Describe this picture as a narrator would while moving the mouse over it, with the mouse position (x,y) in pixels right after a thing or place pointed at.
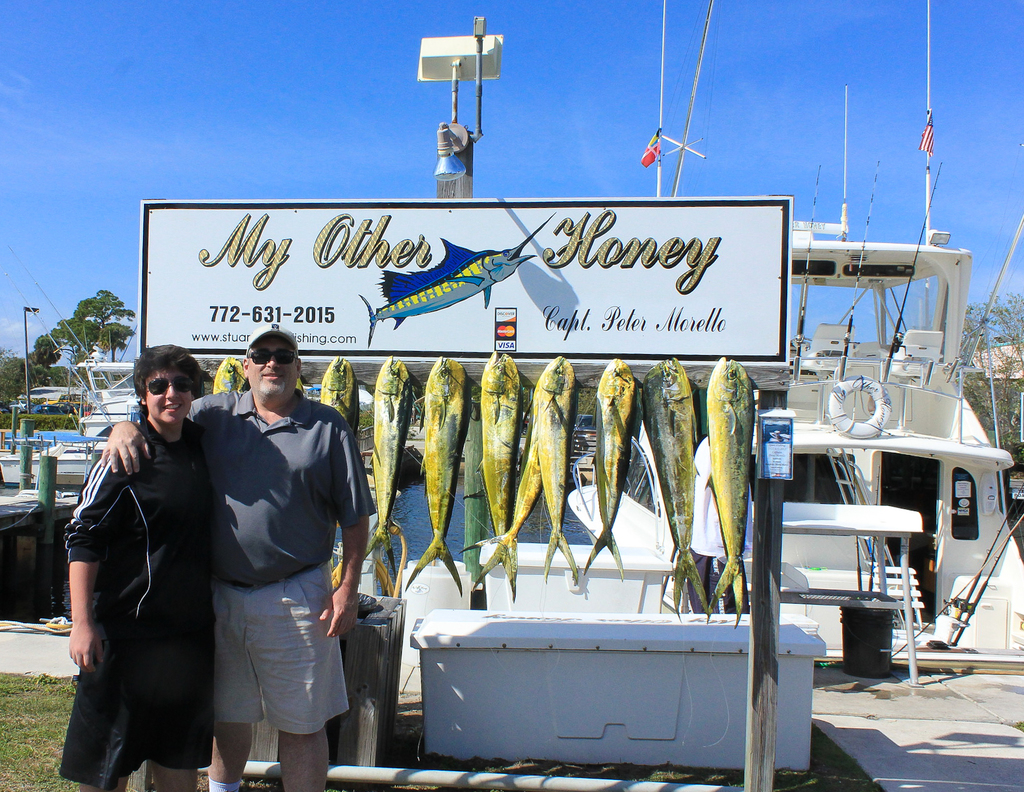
In this image we can see two persons (171,402) standing and smiling and also wearing the glasses (157,388). In the background (318,325) we can see the board (546,243) with text (615,326). We can also see the fishes (563,535) hanging. The image also consists of two white color boxes (692,701), a ladder (854,475), bucket (885,632), trees (1006,335), pole (27,367) and also the grass (60,743). We can also see the path (941,738) At the top (390,159) there is the sky (639,112).
